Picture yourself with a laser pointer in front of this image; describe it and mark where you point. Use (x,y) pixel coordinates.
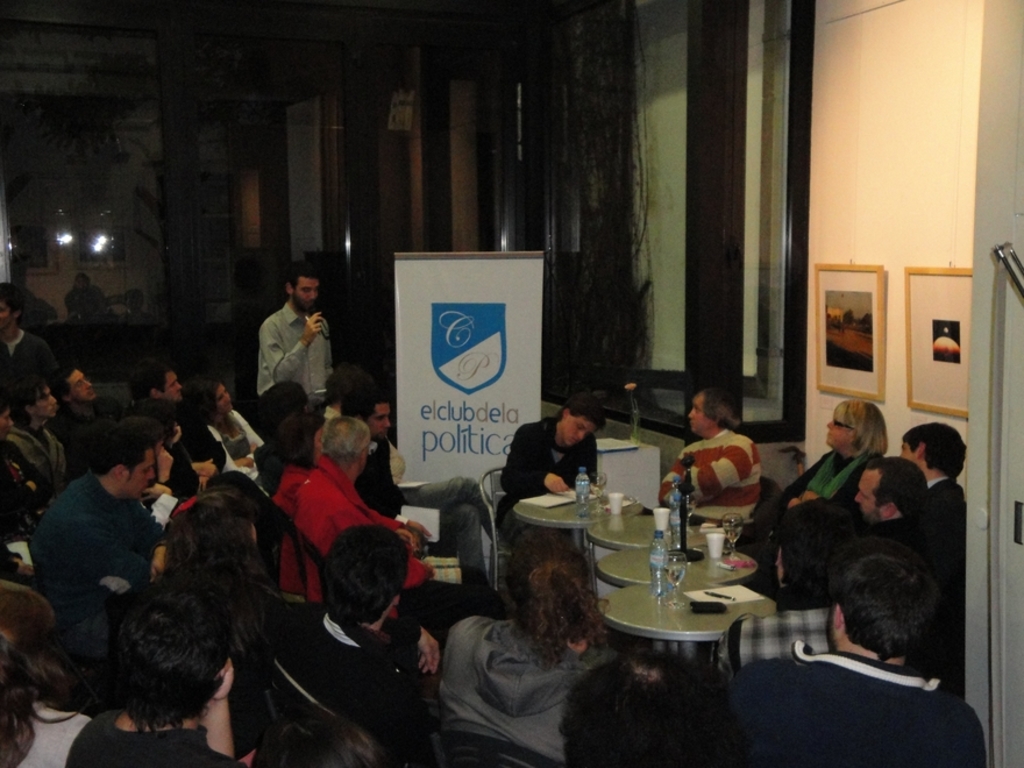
in a room (680,721) people (421,733) are seated on the chairs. at the right (702,580) there are 4 round tables (636,571) on which there are bottle (654,589), glass (679,578) and a stand (676,552). behind that there 5 people (877,452) sitting. at the center (451,456) there is a white banner (400,412). left to that, a person (316,363) is standing holding a microphone (324,327) and speaking. at the right (918,196) there is a white wall (885,324) on which there are 2 photo frames (861,390).
